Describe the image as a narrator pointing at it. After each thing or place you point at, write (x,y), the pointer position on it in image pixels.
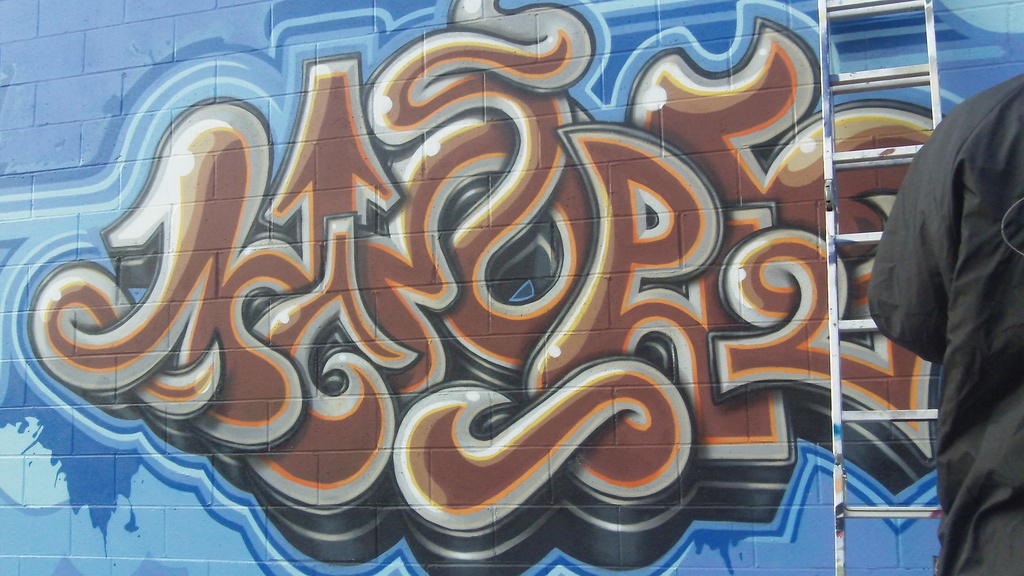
In this image, we can see an art (595,325) on the wall (184,158). There is a ladder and part of a person (978,305) on the right side of the image (975,356).
